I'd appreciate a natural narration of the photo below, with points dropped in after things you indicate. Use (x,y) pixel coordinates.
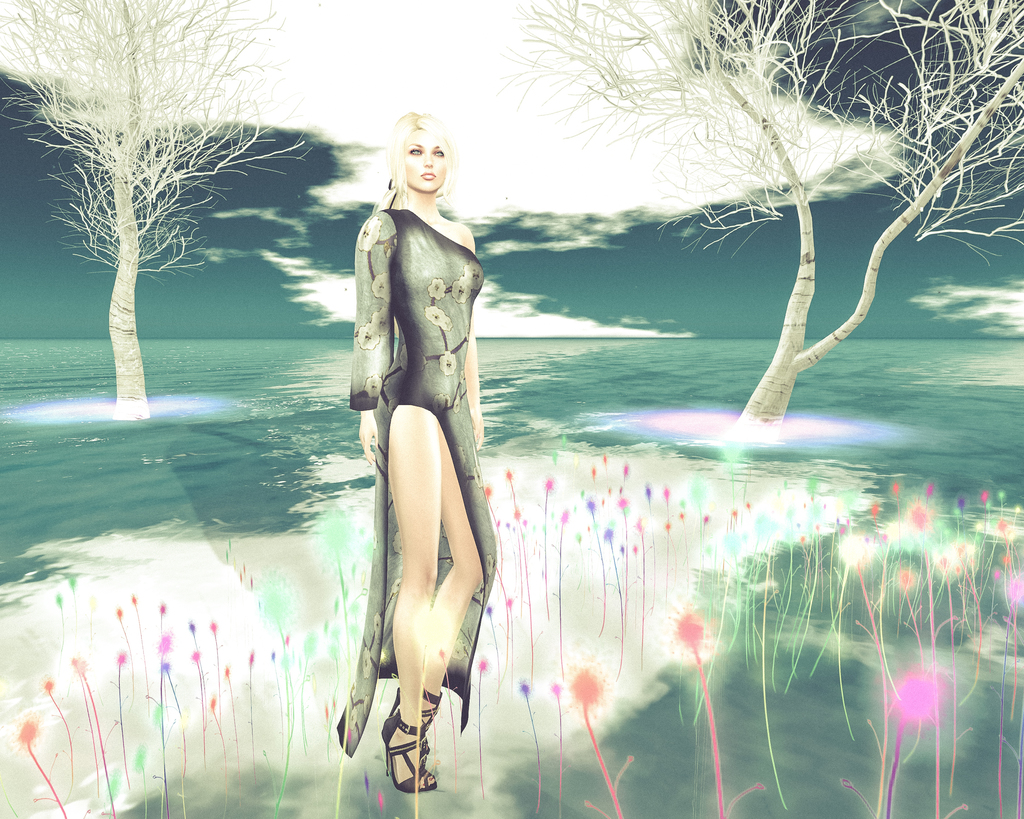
As we can see in the image there is painting of a woman (465,369) wearing black color dress (426,356), water (337,407), trees (92,16), sky (265,231) and clouds (341,13).
